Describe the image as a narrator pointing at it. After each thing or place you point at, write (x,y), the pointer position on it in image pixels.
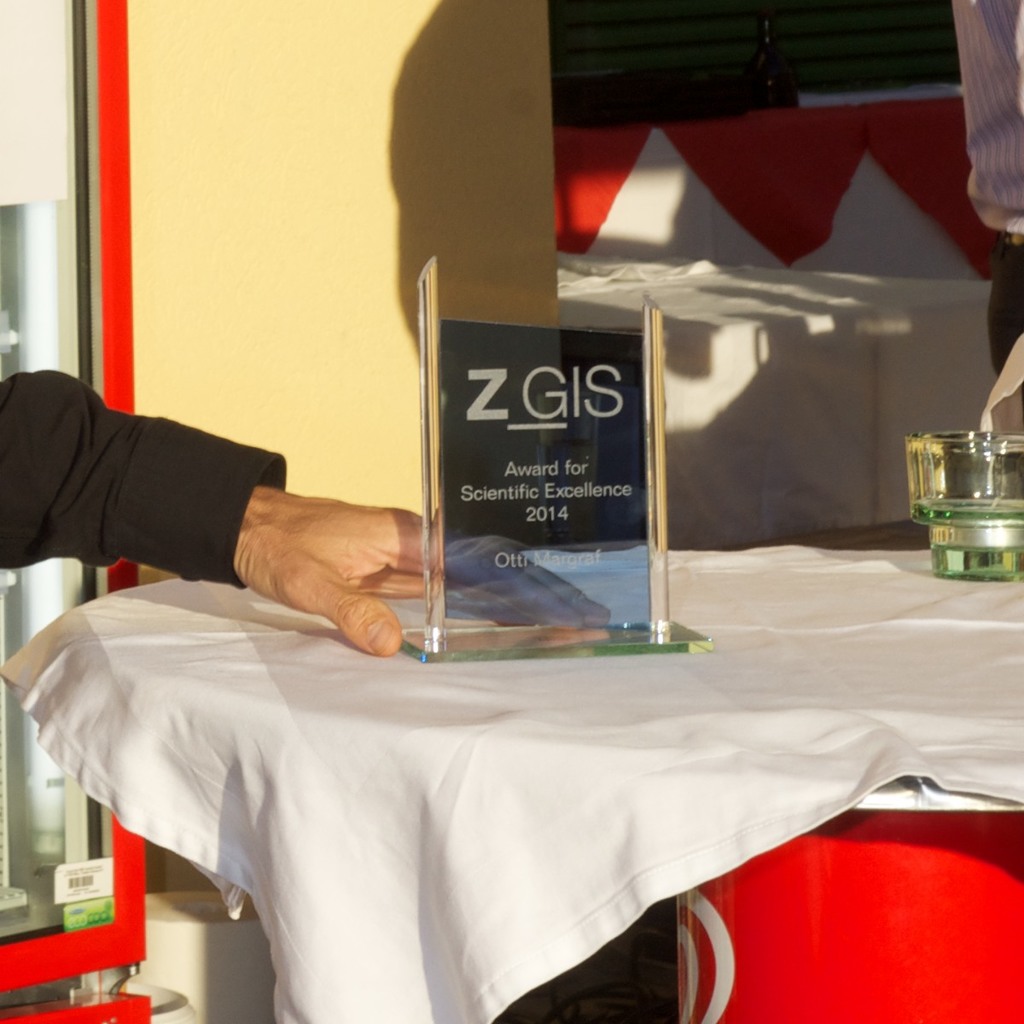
In this image we can see a person's hand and a table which is covered with a white color cloth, on the table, we can see a shield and an object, also we can see the curtain (843,160), wall (278,297) and some other objects (56,265).
